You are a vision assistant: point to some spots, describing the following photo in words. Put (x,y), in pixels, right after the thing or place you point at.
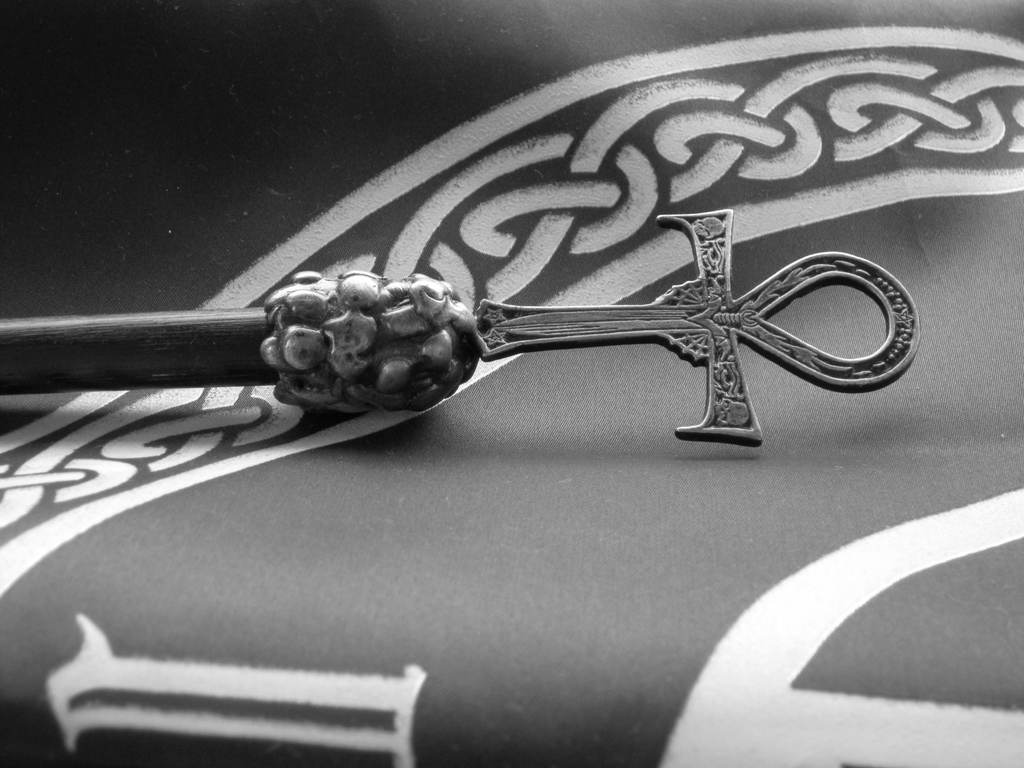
This is a black and white and there is a cross symbol (855,362) to the edge of a small stick (436,393) on a banner (798,747).
